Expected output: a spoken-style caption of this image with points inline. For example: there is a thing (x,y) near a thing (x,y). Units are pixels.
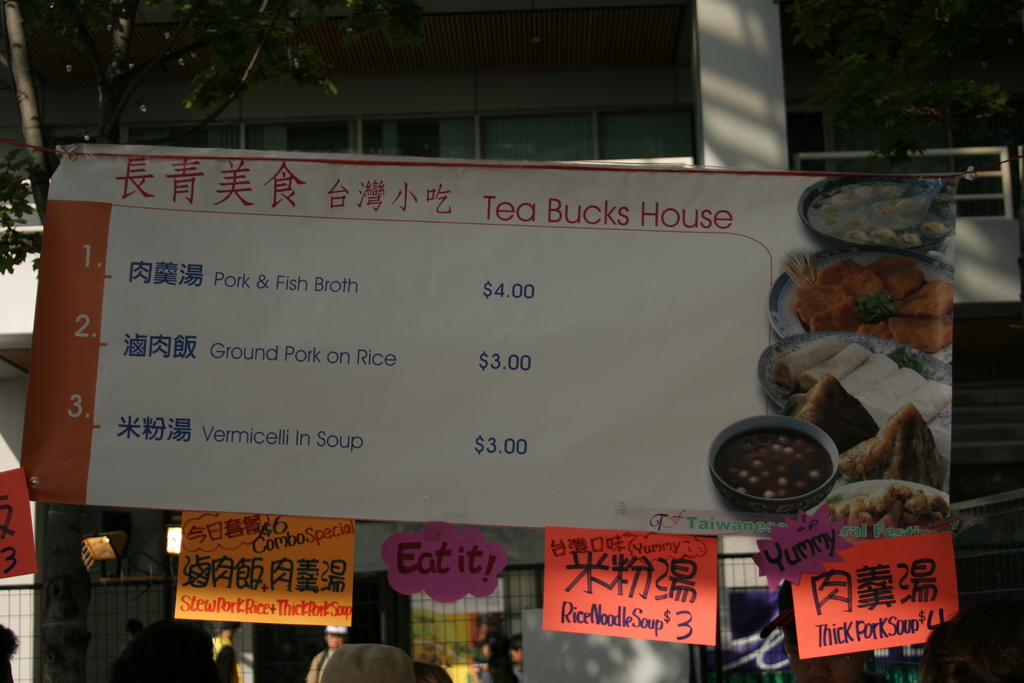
In the background (929,123) we can see the buildings (698,43), windows (358,138) and trees (230,14). In this picture we can see a banner (904,275) with some paper notes (870,585). At the bottom portion of the picture (428,658) we can see the fence (367,618) and the people (425,674).
